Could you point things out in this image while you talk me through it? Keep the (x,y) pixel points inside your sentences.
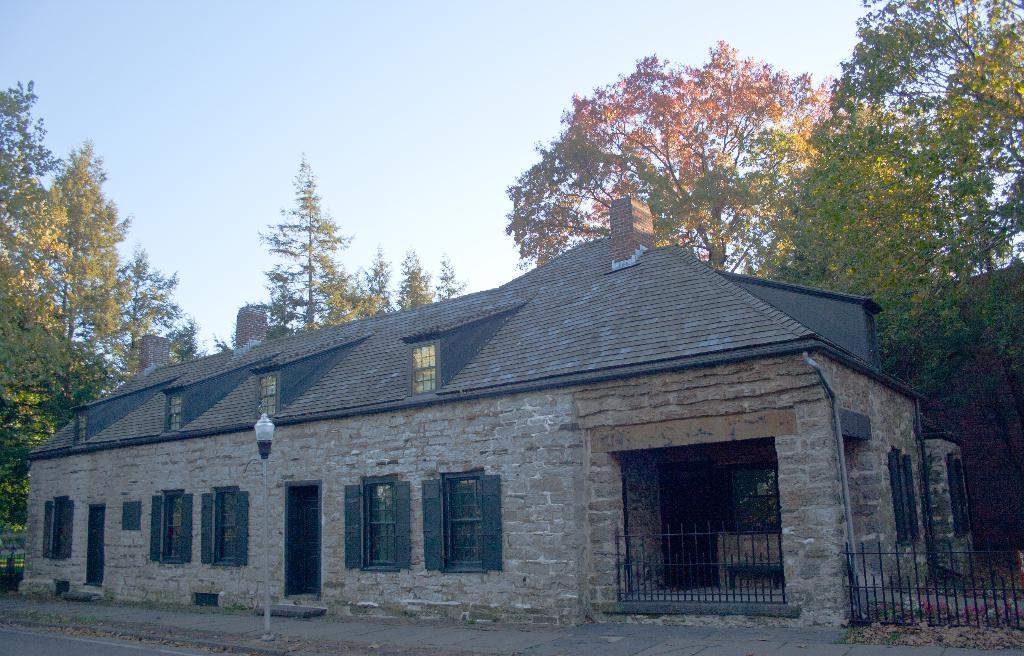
In this image, I can see a house (220,504) with windows (222,542) and doors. At the bottom of the image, I can see a light pole (267,419). In the background (515,261), there are trees (72,232) and the sky (224,276).
